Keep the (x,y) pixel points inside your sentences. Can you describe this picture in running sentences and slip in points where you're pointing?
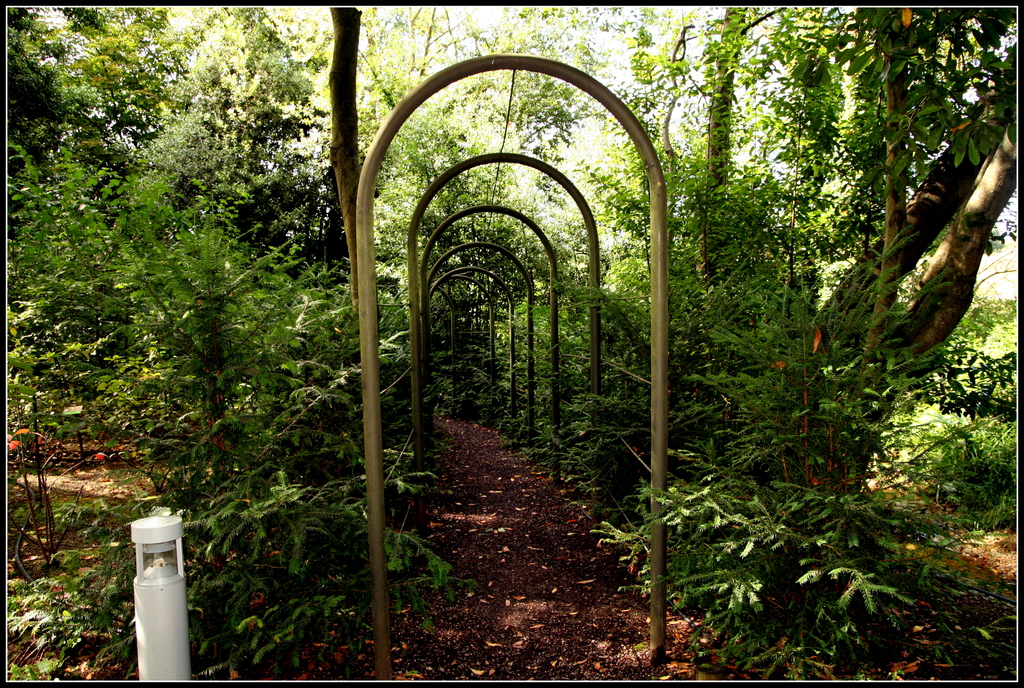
In this image there are many trees (440,160). in the middle (489,458) there is a path (509,495). On it there is a arch like structure (477,157) made up of multiple poles (371,237). Here there is a garden light (173,583).
